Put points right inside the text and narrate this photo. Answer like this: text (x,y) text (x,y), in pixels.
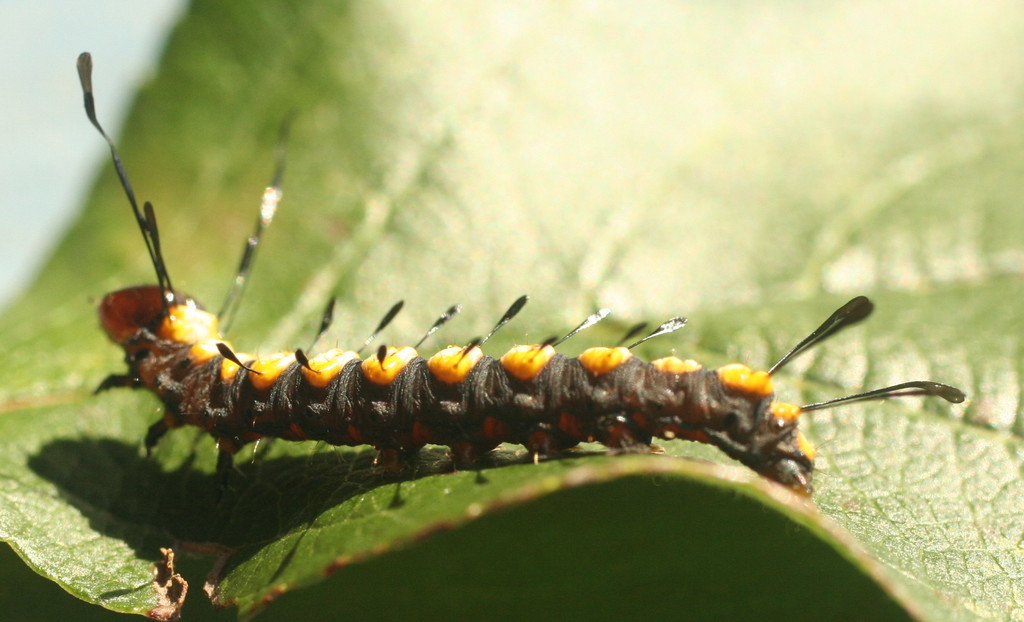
In this image we can see an insect (527,397) on the leaf (399,483). There is a blur background (21,221).
